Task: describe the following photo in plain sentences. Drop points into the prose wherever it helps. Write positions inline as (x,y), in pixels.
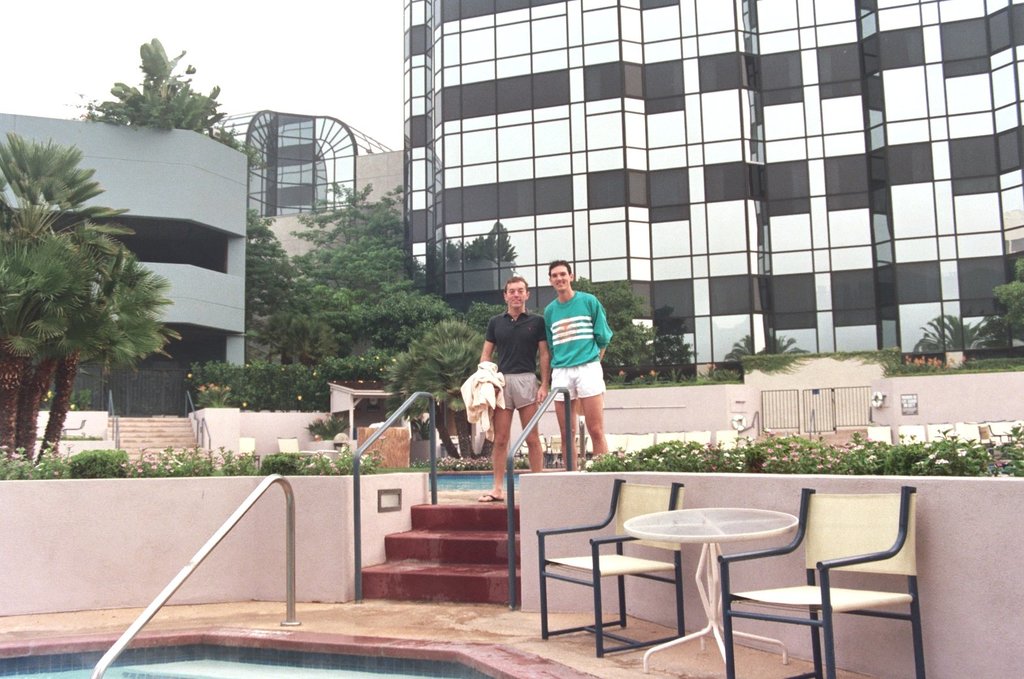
In this picture we can see there are two men (529,380) standing. In front of the men (490,494) there are chairs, table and it looks like a swimming pool (262,646). On the left (291,461) and right side of the men (560,381) there are plants (762,464). Behind the men (488,331) there are trees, iron grilles (814,403) and the sky (314,76).
